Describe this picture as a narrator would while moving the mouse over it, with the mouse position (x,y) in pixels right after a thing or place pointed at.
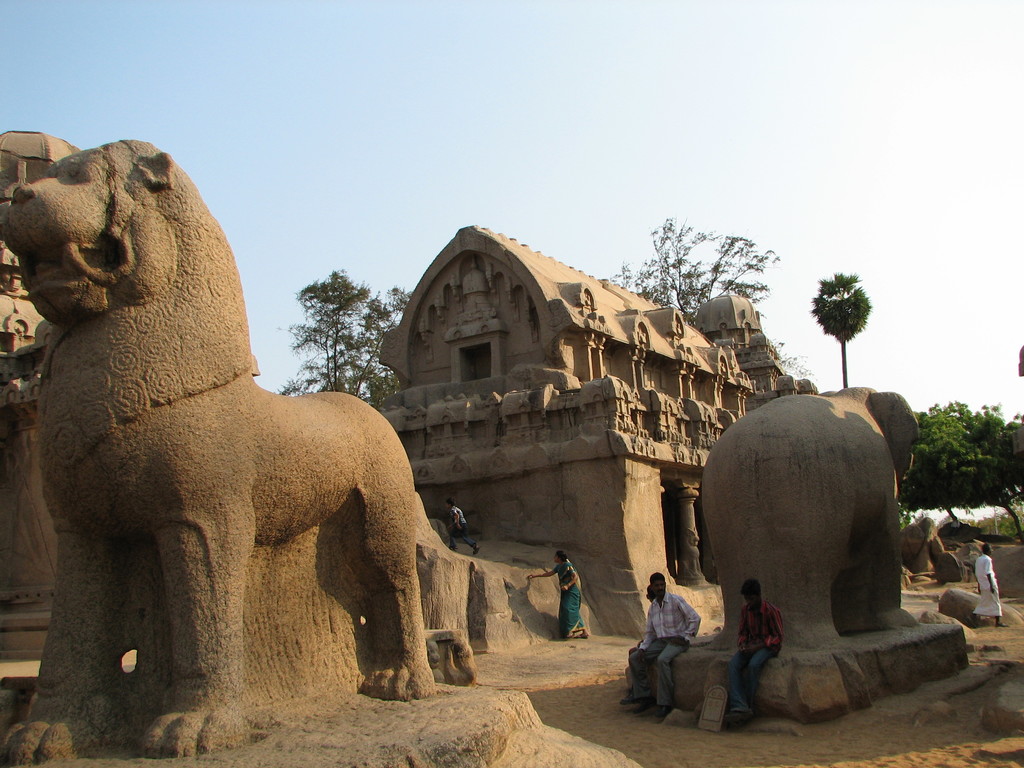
In this image we can see sculpture (354,452). Also there are few people (642,643). And there is a building (586,429) with pillars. Also there are trees (679,266) and there is sky (420,107).
